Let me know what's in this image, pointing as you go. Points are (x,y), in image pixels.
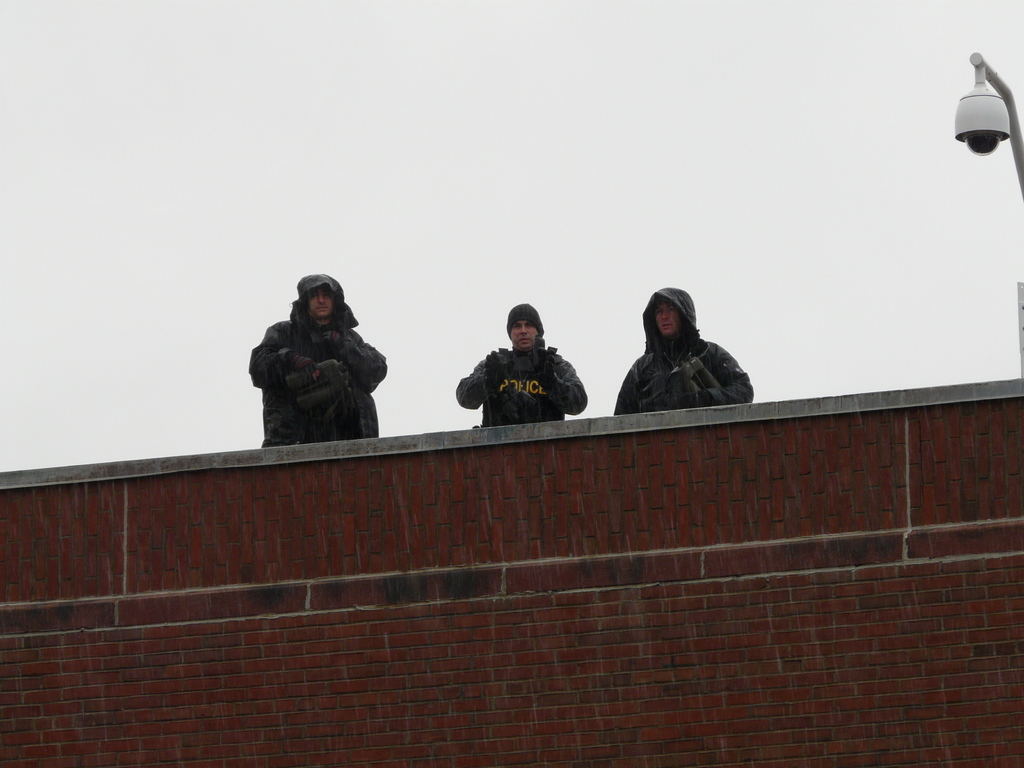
There is a brick wall (80,633). 3 people (557,394) are standing on the top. There is a camera (985,94) at the right (979,113).
